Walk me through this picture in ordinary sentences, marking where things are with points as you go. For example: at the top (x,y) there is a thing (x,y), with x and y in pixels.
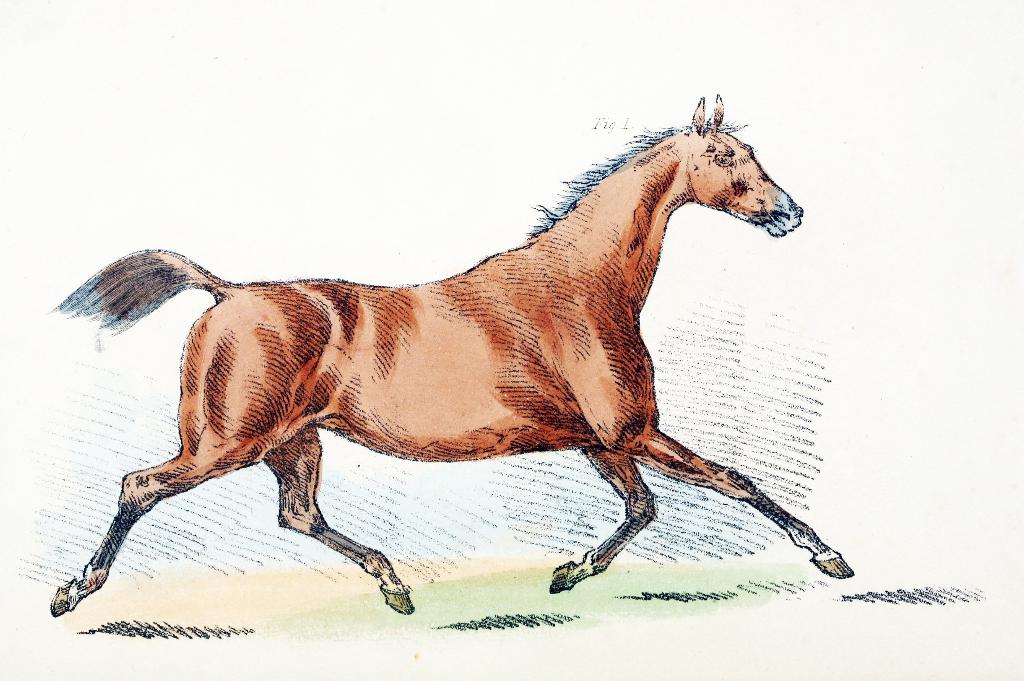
In this image we can see a poster (683,234). On this poster (482,317) we can see picture (640,518) of a horse (562,385).
